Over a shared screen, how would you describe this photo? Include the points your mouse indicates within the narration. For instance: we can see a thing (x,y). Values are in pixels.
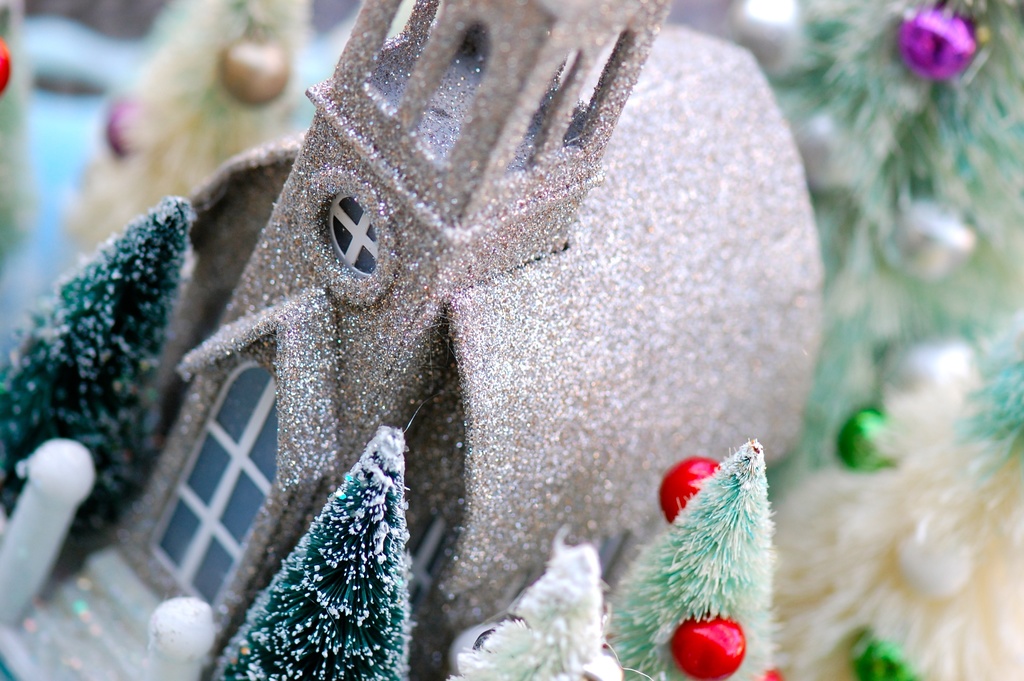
In this image in the front (362,299) there is a toy building (376,346) and there are Christmas trees (127,346) and the background (112,115) is blurry.
